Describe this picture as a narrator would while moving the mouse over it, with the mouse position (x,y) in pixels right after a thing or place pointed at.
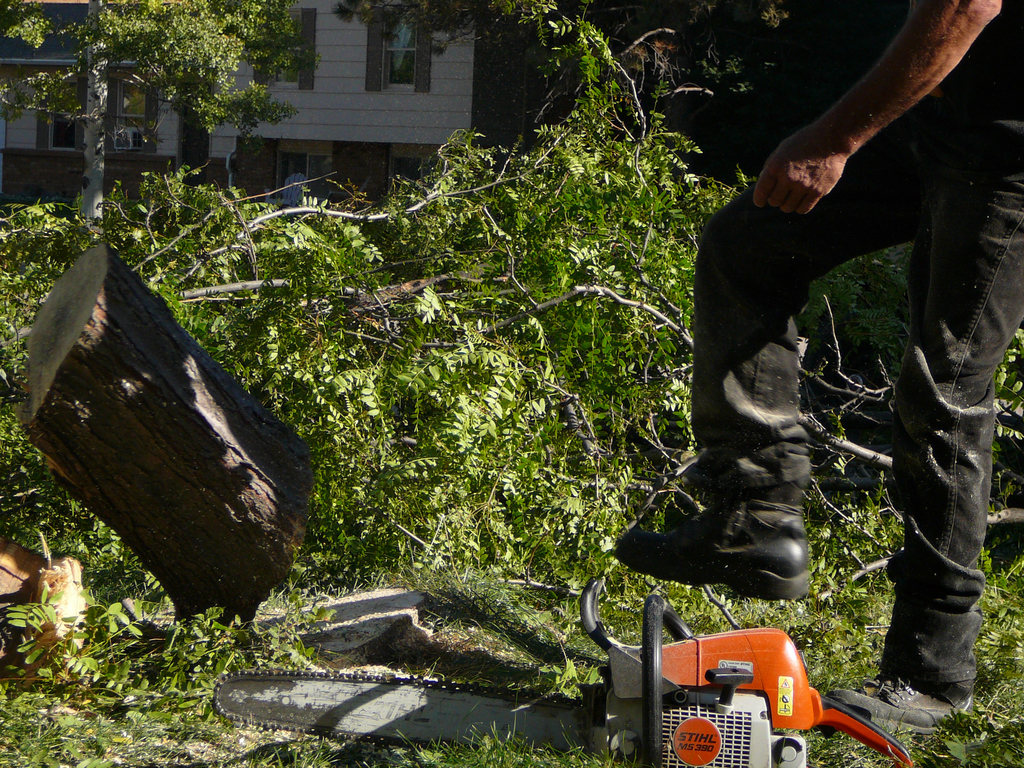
In this image we can see a saw (751,738) and a person (778,416) standing on the ground (874,639). We can also see some wooden logs (214,552) and some branches of trees (659,440). On the backside (87,122) we can see a tree (96,134) and a building (404,170) with windows (404,151).
